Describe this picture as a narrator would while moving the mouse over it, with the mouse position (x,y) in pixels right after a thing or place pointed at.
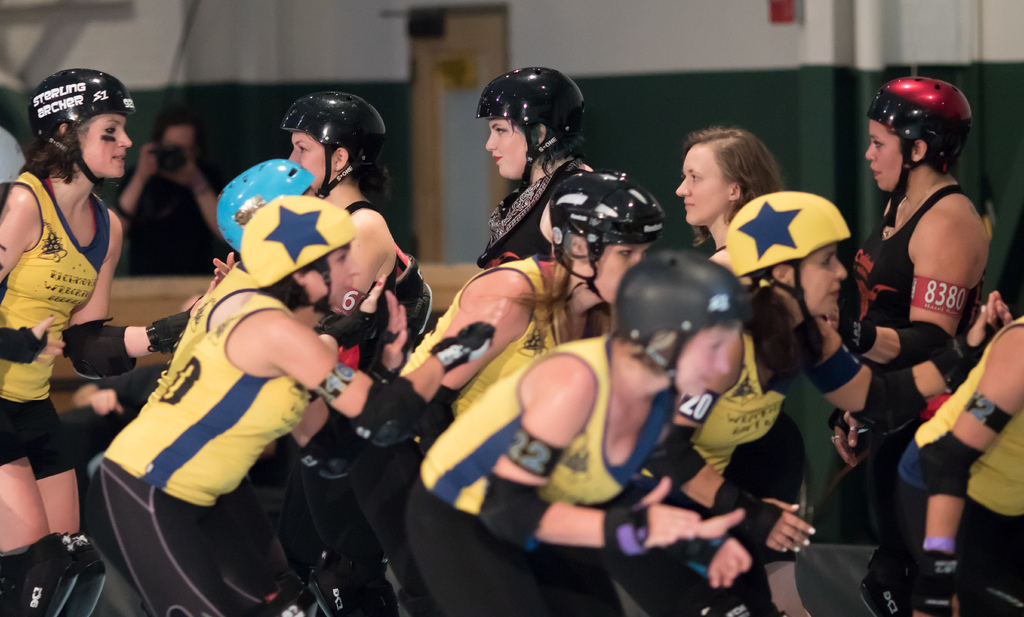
In this image, we can see some persons (222,294) wearing clothes (539,267) and helmets (683,301) in front of the wall (401,97). There is a door (465,73) at the top of the image (455,36).
